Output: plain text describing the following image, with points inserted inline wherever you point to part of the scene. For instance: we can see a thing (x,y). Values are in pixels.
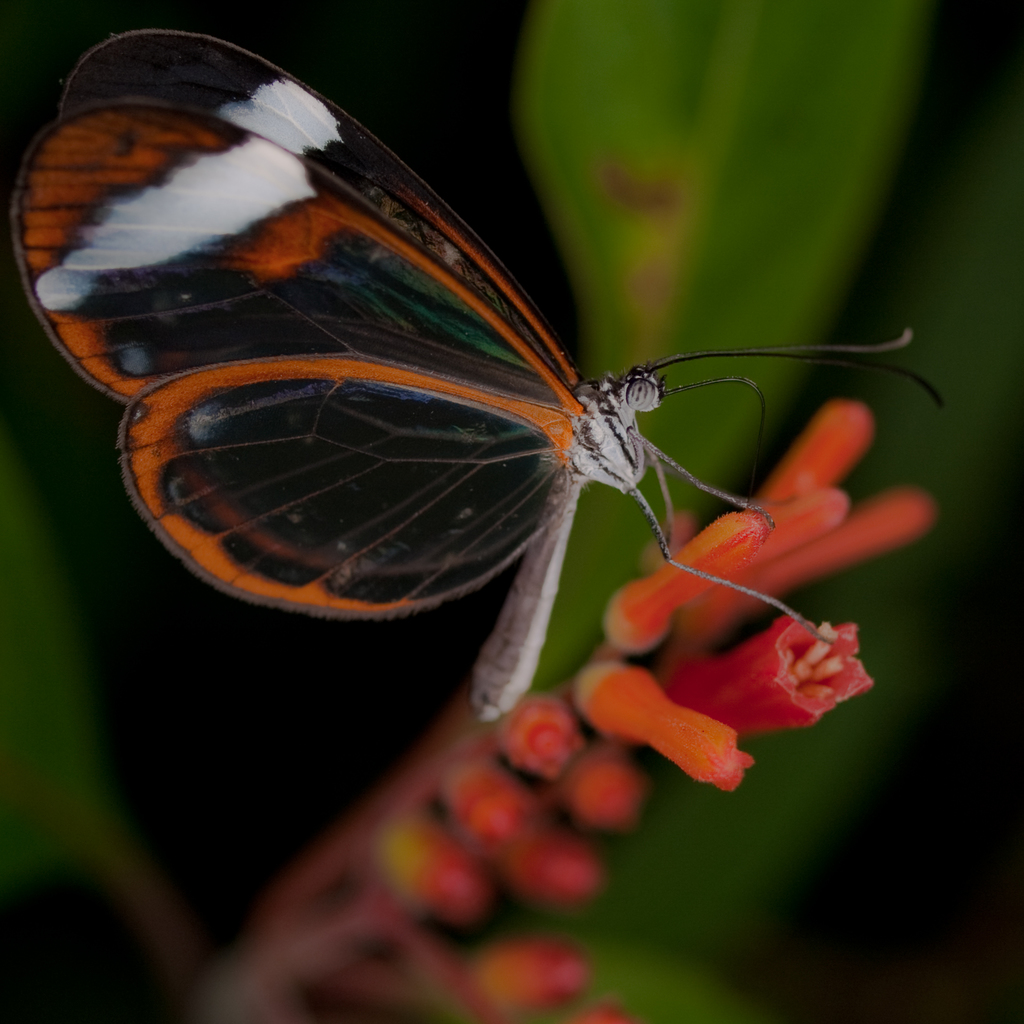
In the image in the center (669,565), we can see one flower (621,782). On the flower (709,678), we can see one butterfly (540,629).
